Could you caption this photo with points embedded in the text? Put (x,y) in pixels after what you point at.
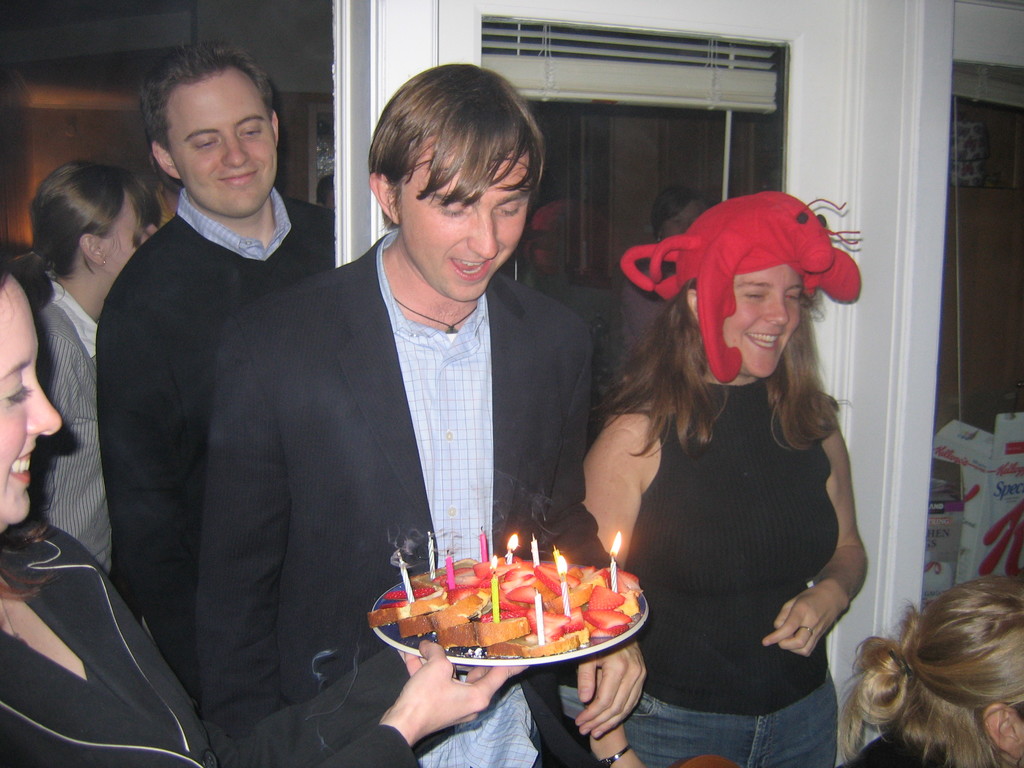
In the image there are few people (699,538) and among them the first woman (170,687) is holding a plate (481,614) with some breads (577,595) and candles (611,557), behind them there is a window (727,98) and on the right side (969,453) there are some objects (973,482).
